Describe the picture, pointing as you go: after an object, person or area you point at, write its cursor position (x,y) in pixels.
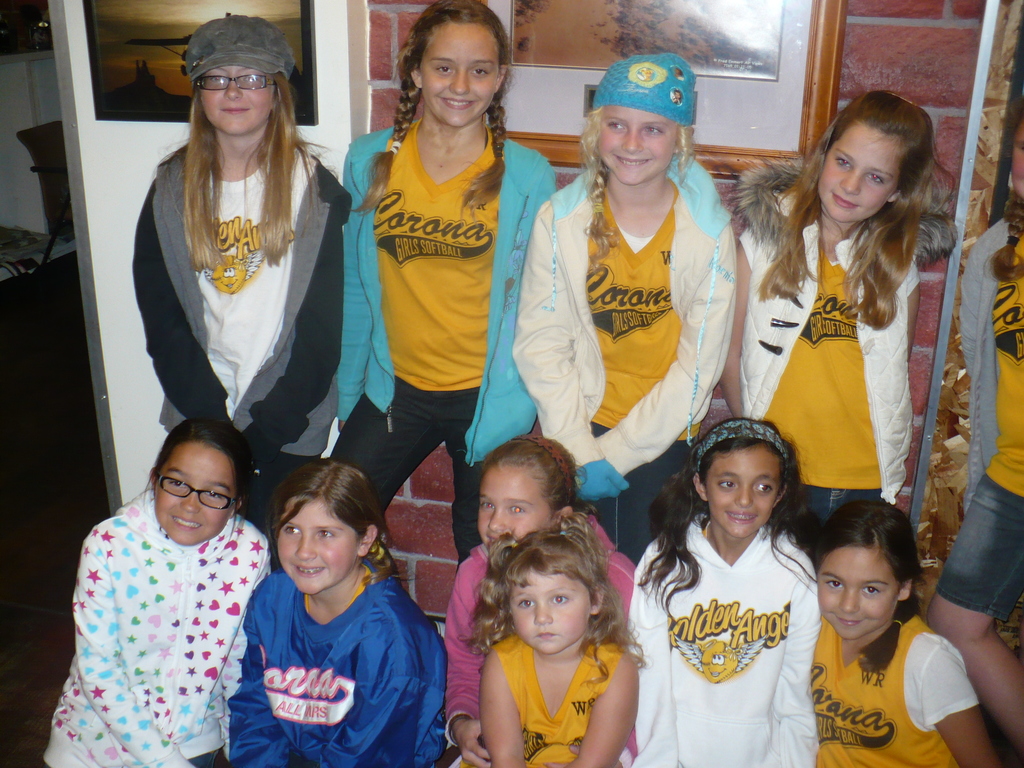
In this image we can see few children (487,572) sitting and few of them are standing. In the background of the image (882,67) there is a wall (882,67) with photo frames (809,92). To the left side of the image (63,151) there is a chair (58,127).
